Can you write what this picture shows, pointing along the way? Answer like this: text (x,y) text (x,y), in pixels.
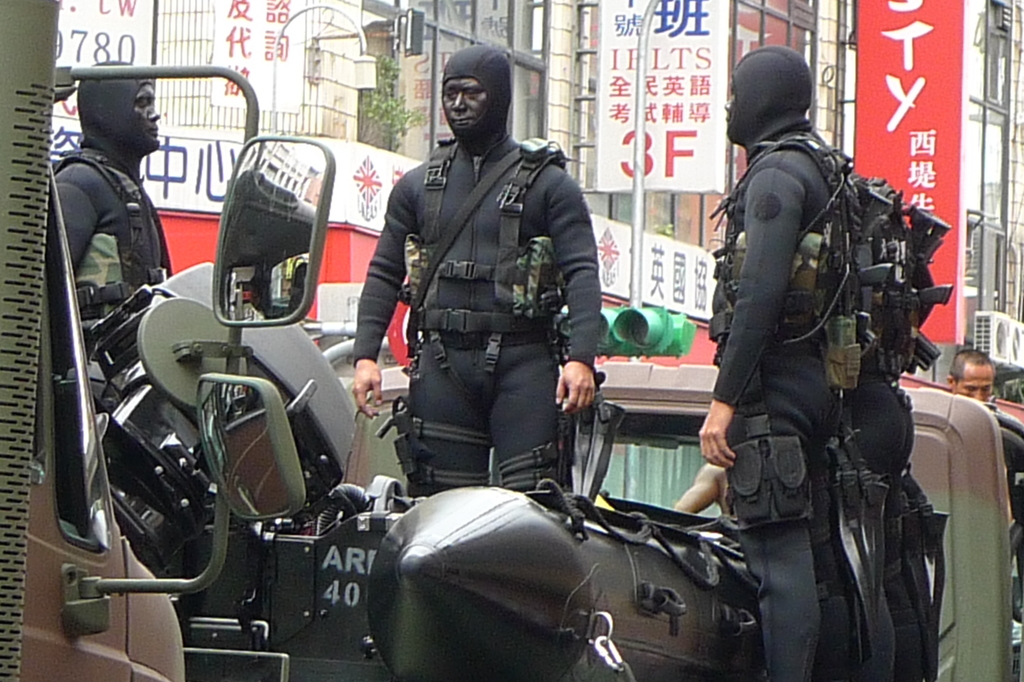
In this image we can see a few people (533,425) carrying the guns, there are some vehicles (293,502), buildings (579,80), poles (644,93), boards (611,129) and lights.
